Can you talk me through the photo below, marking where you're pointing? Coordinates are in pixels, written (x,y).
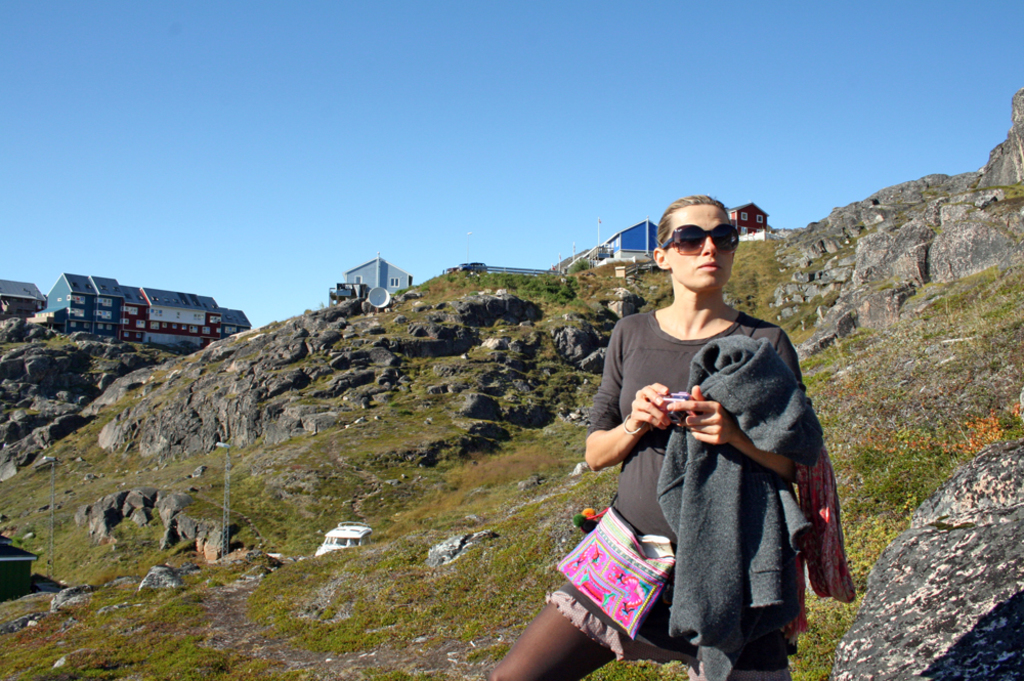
In this picture there is a girl (680,370) wearing grey color t-shirt (667,367) and holding a hoodie (719,476) in the hand (687,401). Behind there is some rocks (983,202), mountain (429,313) and shed houses (54,298) on the hill (290,354).
